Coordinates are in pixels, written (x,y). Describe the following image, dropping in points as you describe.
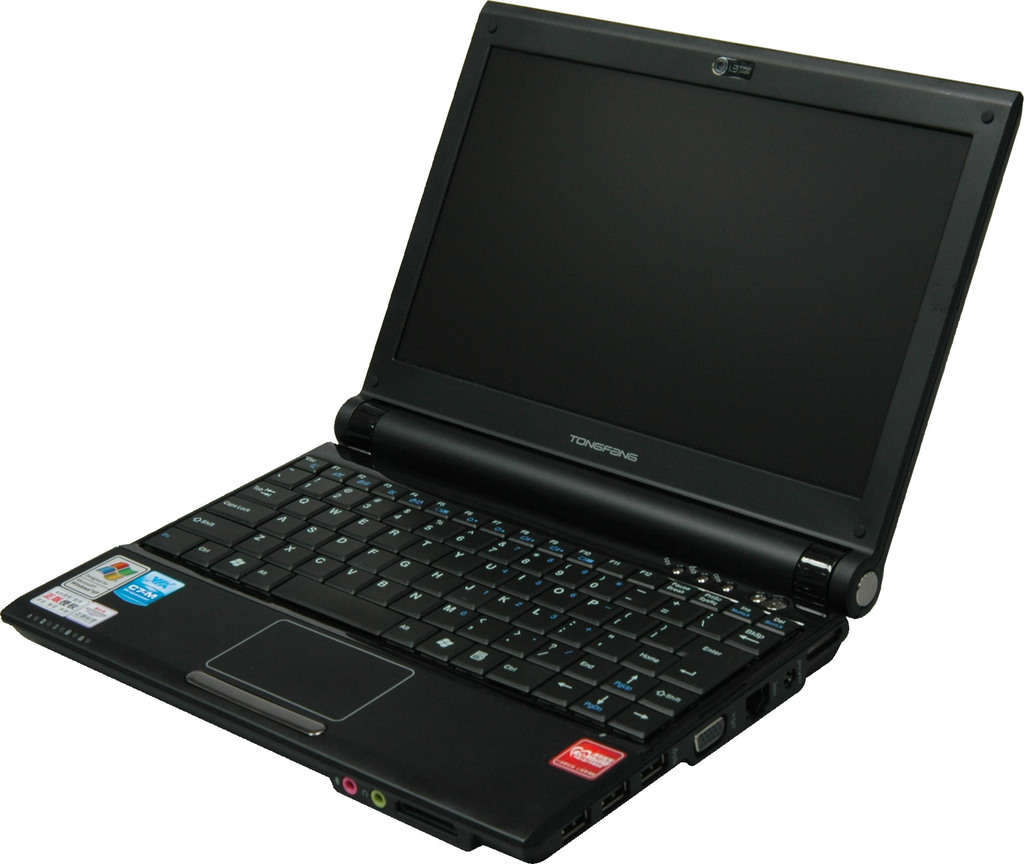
In this image I see a laptop (677,121) which is of black in color and I see a word (618,454) written over here and I see 4 stickers (61,594) over here and in the background (78,333) I see it is white.
